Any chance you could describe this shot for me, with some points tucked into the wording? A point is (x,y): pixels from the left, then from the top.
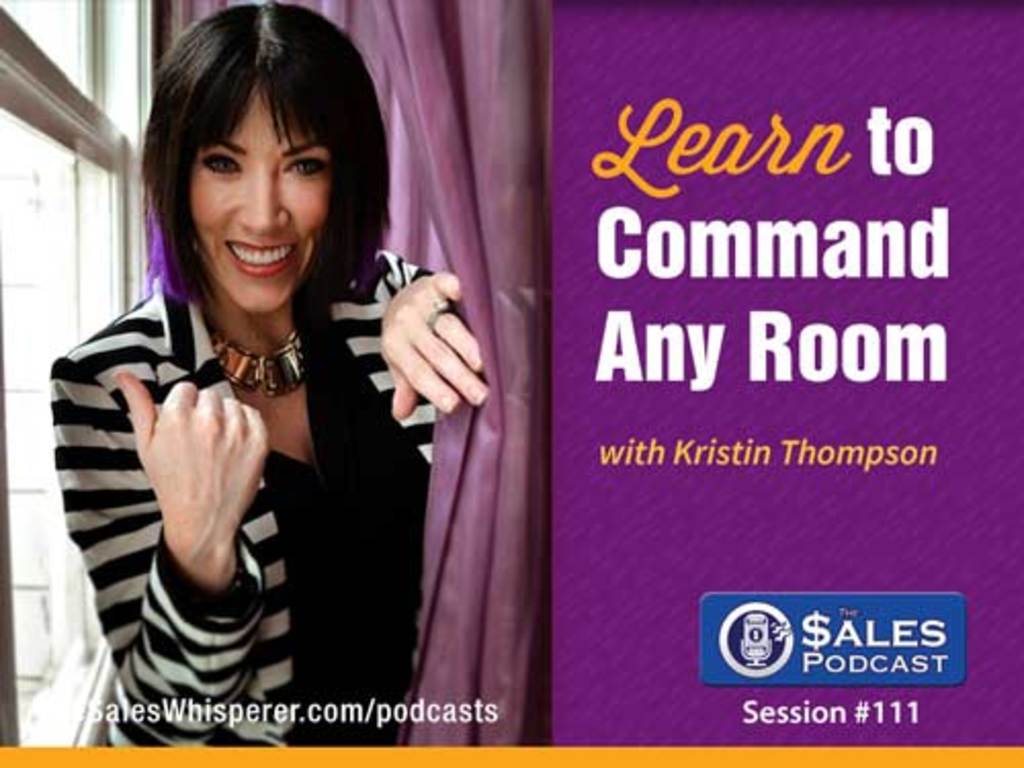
In this image there is a person (252,321) standing, there is a curtain (466,163) truncated towards the top of the image (392,35), there is a window (22,613) truncated towards the left of the image (33,590), there is the wall (39,556), there is text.
